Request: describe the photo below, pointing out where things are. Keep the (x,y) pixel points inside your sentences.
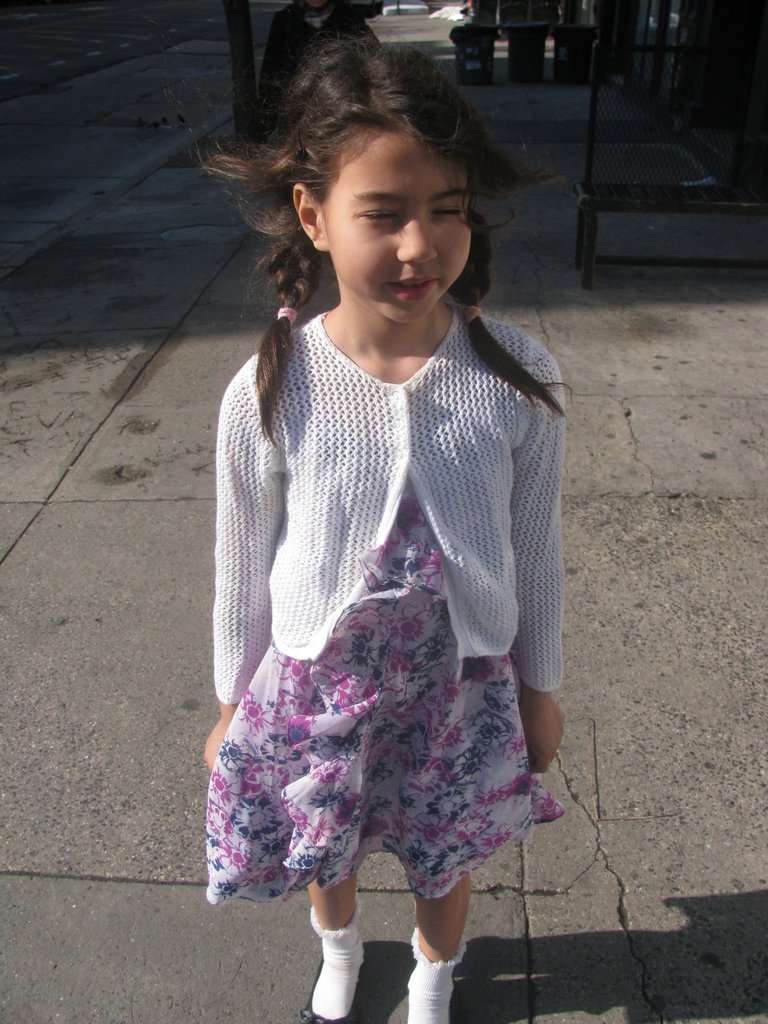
Here I can see a girl (384,730) wearing a frock (358,676), white color jacket (293,510) and standing on the ground (88,878). In the background (322,23) there is another person (299,34). In the top right (519,63) I can see three dustbins (535,43) and a bench (695,205) on the ground (565,187) and also there is a wall (686,29).
